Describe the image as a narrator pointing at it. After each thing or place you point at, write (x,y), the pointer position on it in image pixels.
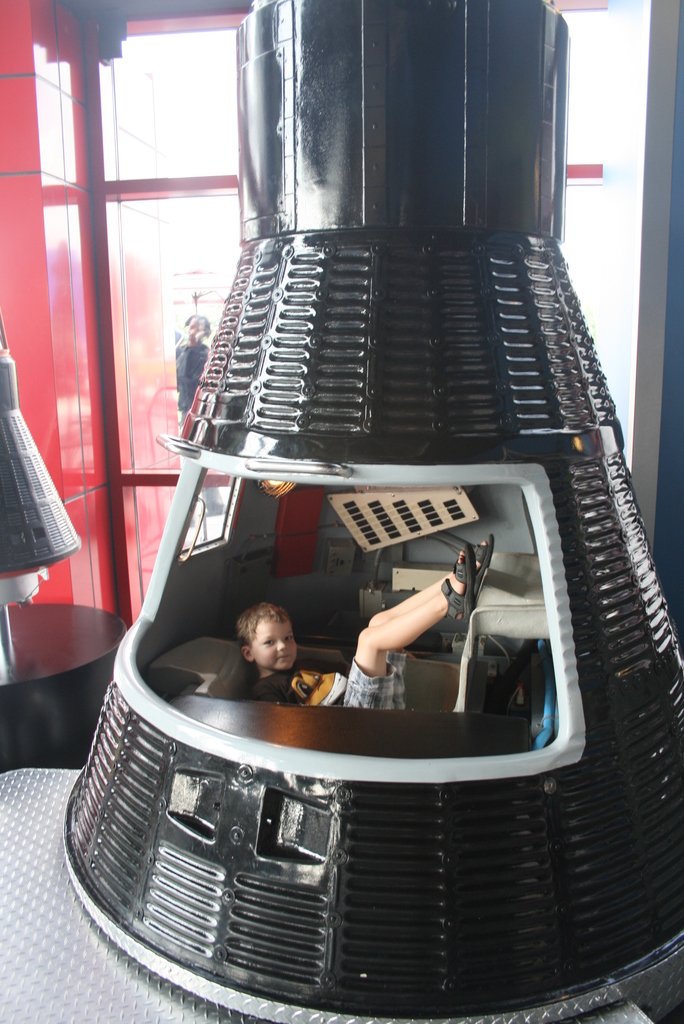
The image is taken in a room (19,261). In the center of the picture (259,451) there is a bulb like object (185,879), in the center of the picture (265,667) there is a person (309,669) in it lying. On the left (135,137) there is a window (107,264), outside the window (206,303) we can see a person (195,323).
